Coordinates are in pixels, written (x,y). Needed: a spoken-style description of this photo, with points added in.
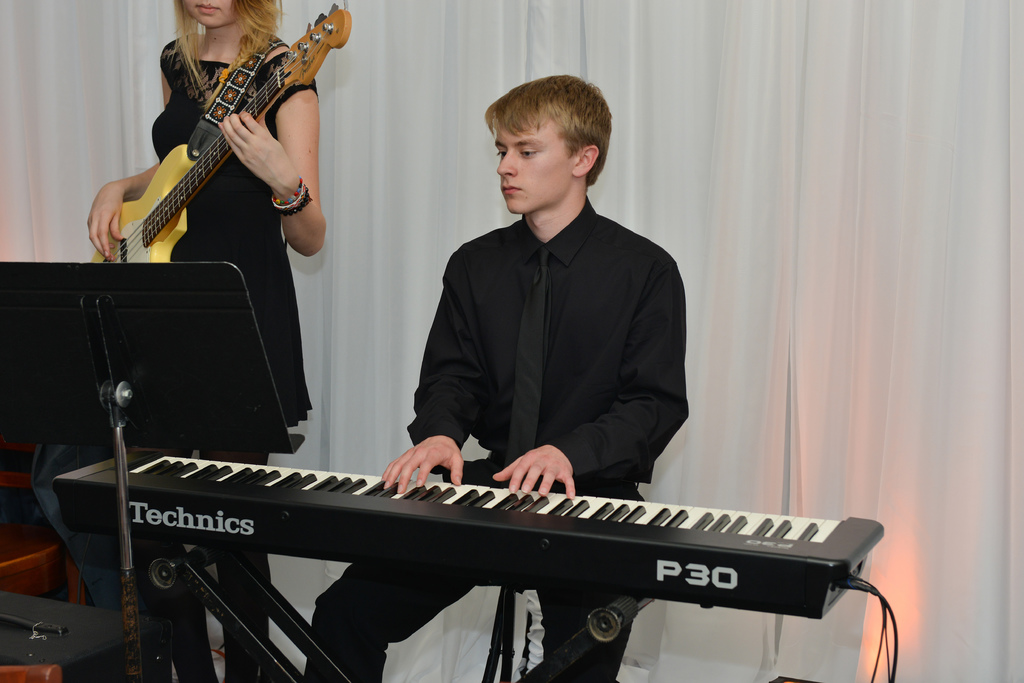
In this image i can see a man (546,313) playing a musical instrument (496,494) and a woman (254,176) playing a musical instrument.
